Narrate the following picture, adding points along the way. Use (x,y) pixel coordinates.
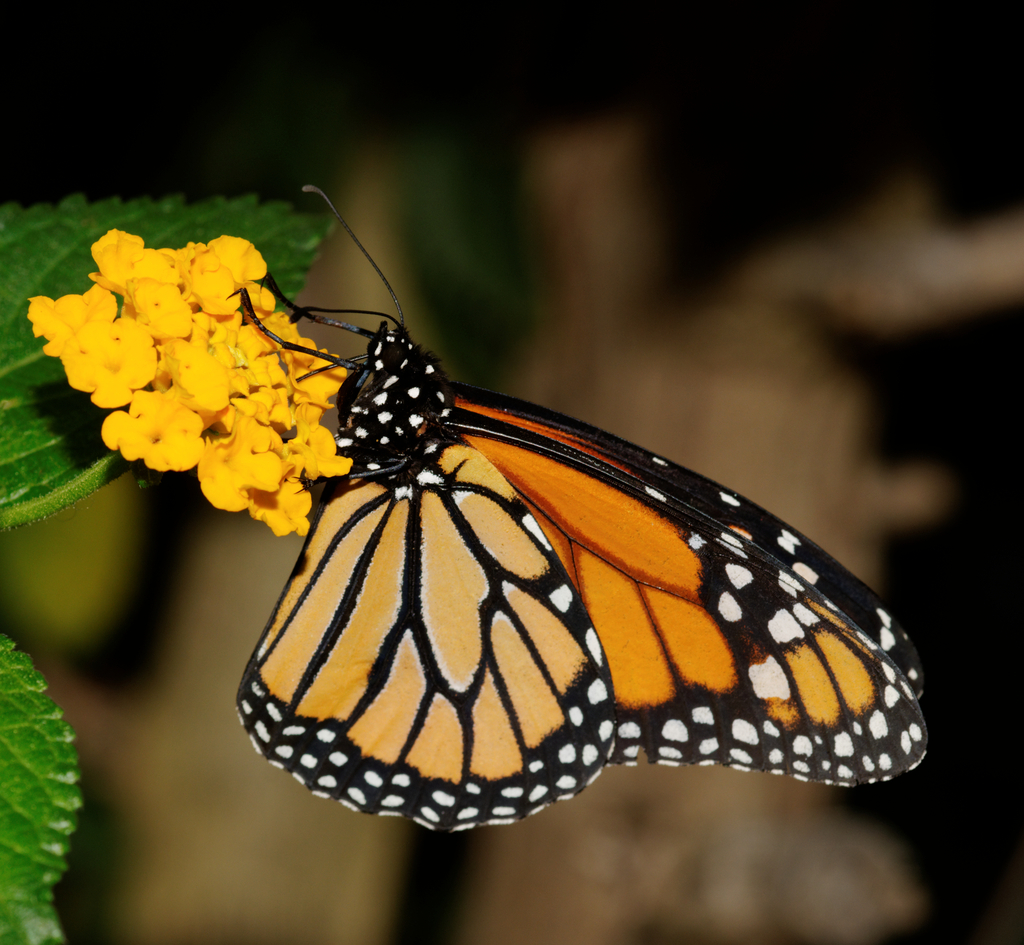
In this image there is a butterfly (437,510) on the flower (283,407). Left side (8,265) there is a plant (12,484) having leaves (53,408) and flower (108,404). Background (421,909) is blurry.
